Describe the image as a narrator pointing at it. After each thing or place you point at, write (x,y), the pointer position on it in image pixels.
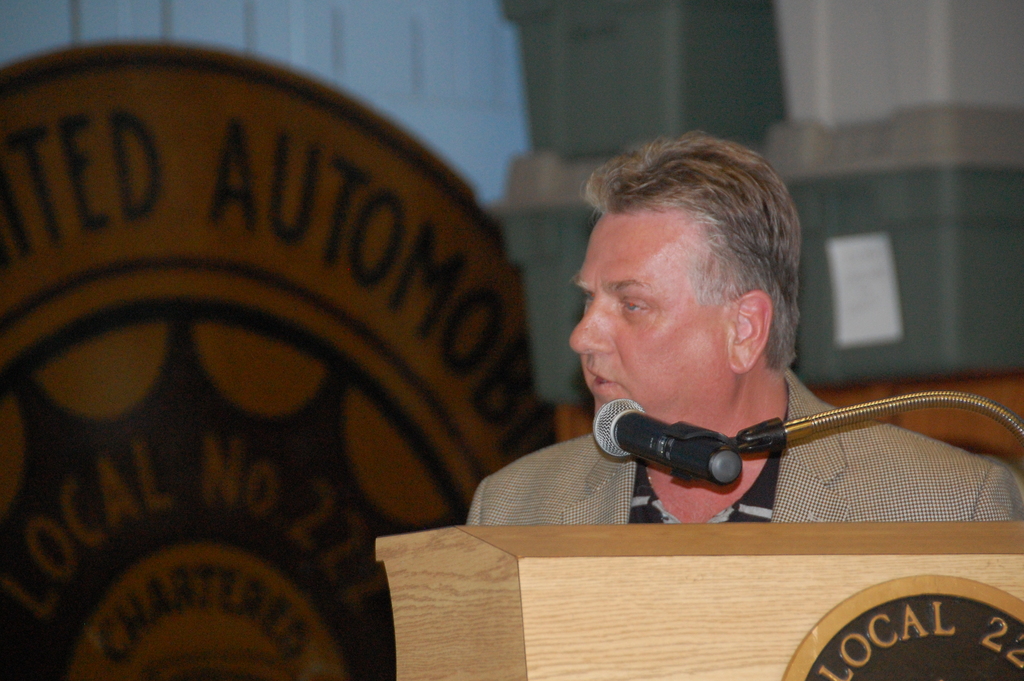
In this image we can see a person (657,401). In front of the person (570,497) there is a podium (861,591) and a mic (695,455). Behind the person (739,330) we can see a wall (471,119) and an object (113,270) on which there is some text (285,492).
